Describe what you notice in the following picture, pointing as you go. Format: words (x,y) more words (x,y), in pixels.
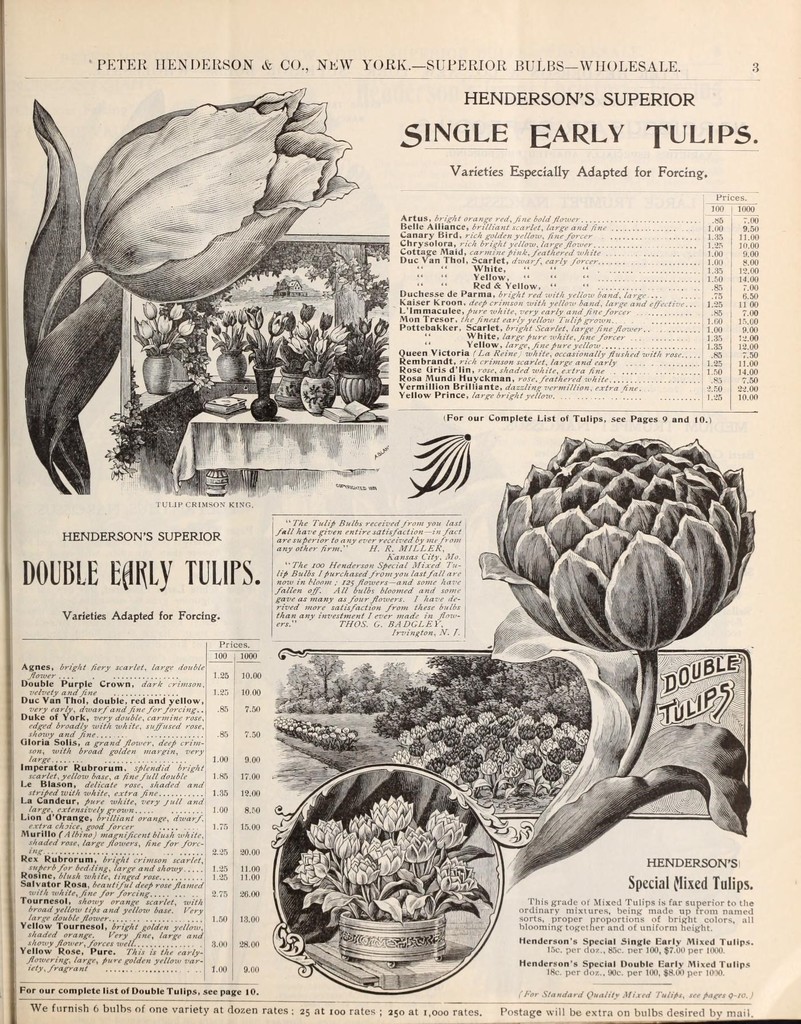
In this image I can see there are images (197,398) of flowers (444,821) on the paper (403,206) and there is something written on it.
